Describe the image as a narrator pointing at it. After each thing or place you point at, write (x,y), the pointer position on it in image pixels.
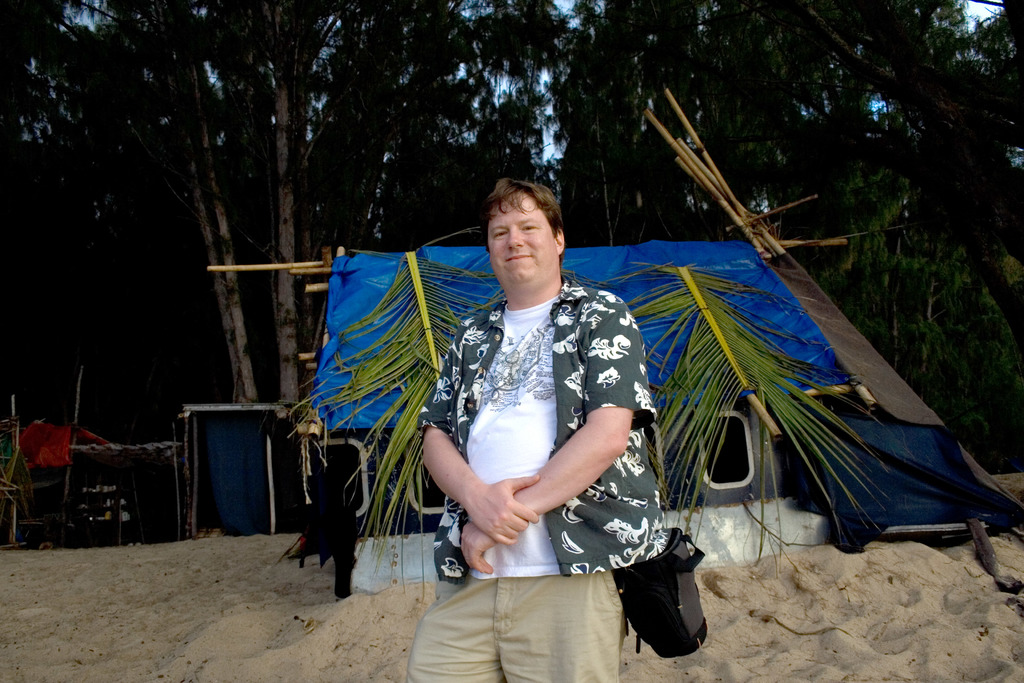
In this picture there is a man (475,606) standing and carrying a bag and we can see sand (373,627), leaves (709,384), sheds (809,354), trees (528,35) and objects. In the background of the image (530,76) we can see the sky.
